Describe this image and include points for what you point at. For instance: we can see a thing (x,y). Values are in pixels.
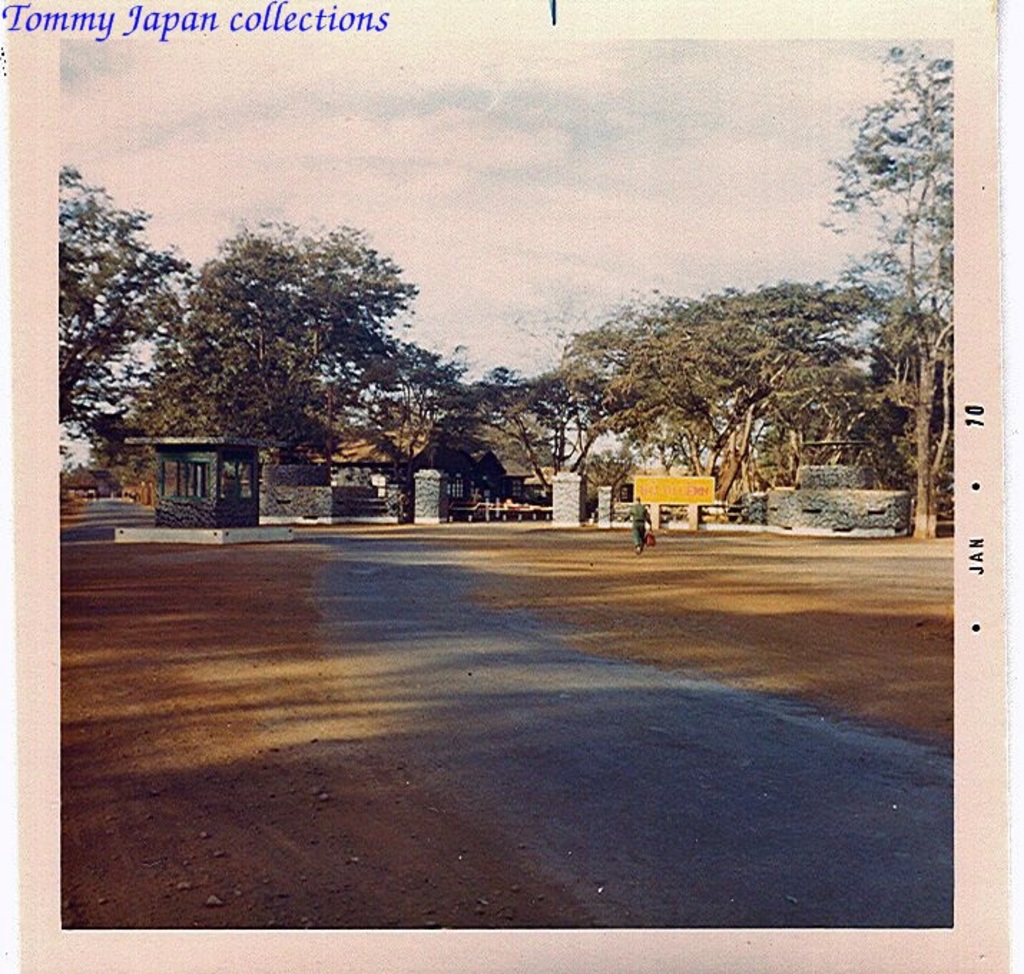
In this image I can see the road (477,763). To the right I can see the person (643,532) walking. In the back (567,478) I can see the yellow color board (662,498) and the wall (297,509). In the background (362,342) there are trees (362,342) and the sky (305,180).
